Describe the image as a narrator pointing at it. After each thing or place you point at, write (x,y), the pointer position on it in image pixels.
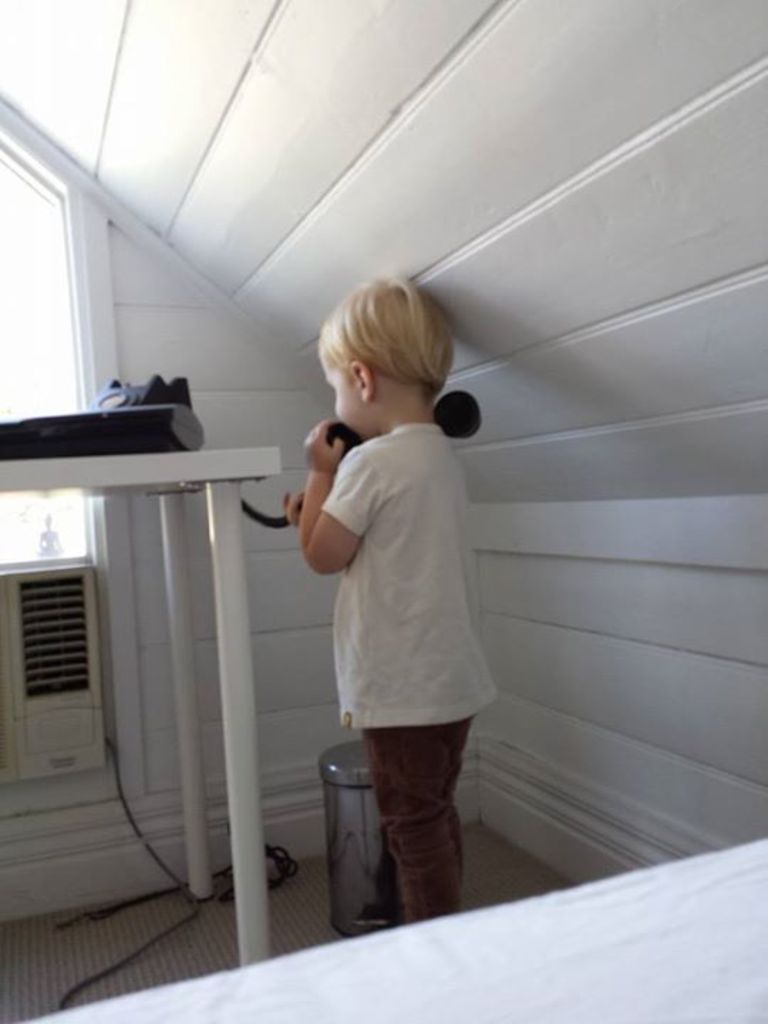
In this picture I can see Inner view of a room (150,172). I can see a air conditioner (65,620) and a table (8,475) and a telephone (150,403) on it and I can see a boy (400,485) holding telephone receiver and I can see a dustbin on the floor (20,1023) and I can see a bed (666,964) on the bottom of the picture (618,880).
